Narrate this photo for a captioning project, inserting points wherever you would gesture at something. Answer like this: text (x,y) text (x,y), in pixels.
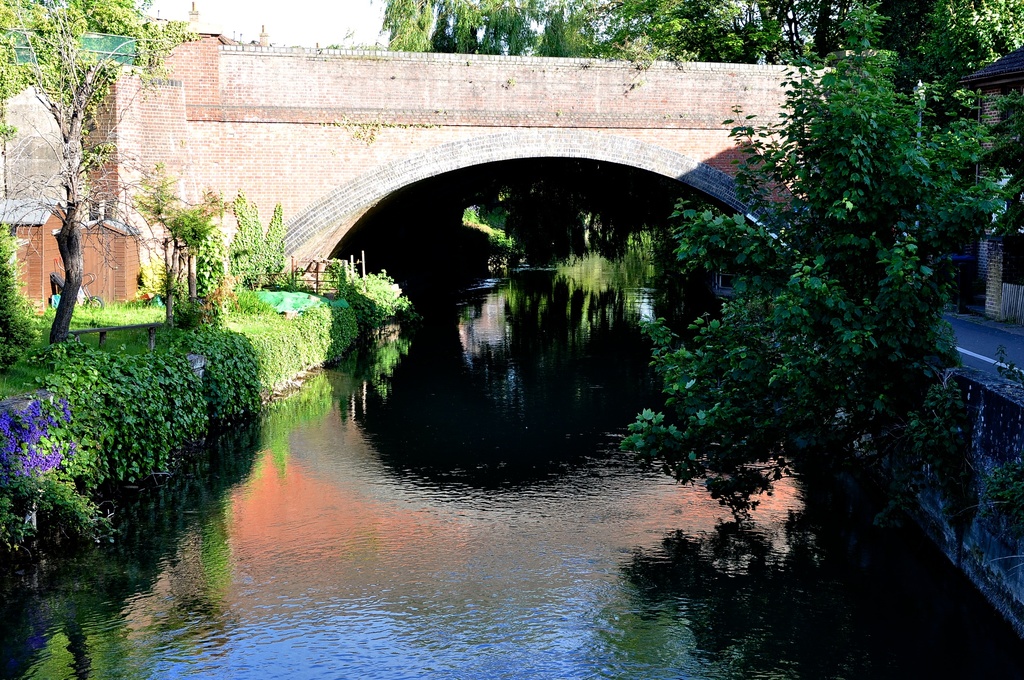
In the center of the image (531,429) there is water (531,315). There is a bridge (477,118). On the left side of the image (179,377) there are plants (159,355). There is grass (167,337) on the surface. On the right side of the image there is a building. In the background of the image (348,20) there are trees (661,1), buildings (26,135) and sky (312,28).
